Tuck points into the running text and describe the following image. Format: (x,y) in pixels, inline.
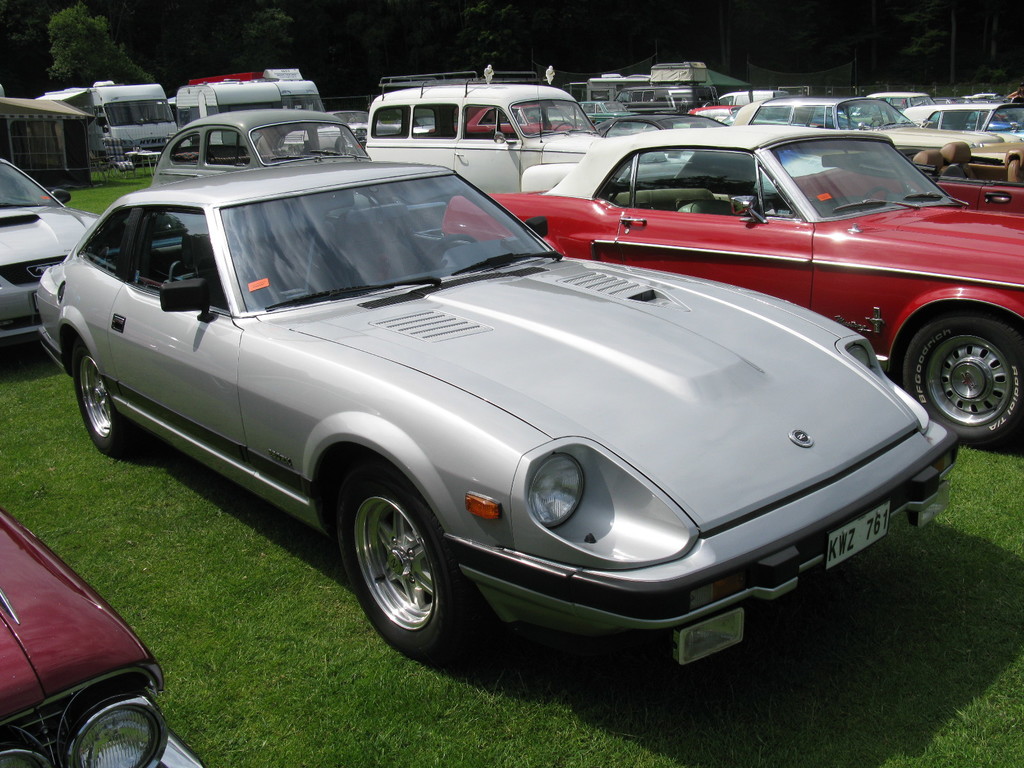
The picture consists of many cars (637,148), the cars (751,408) are of different colors. In the background (194,108) there are vans (184,93) and trees (276,43). At the bottom (334,664) there is grass (936,561).
